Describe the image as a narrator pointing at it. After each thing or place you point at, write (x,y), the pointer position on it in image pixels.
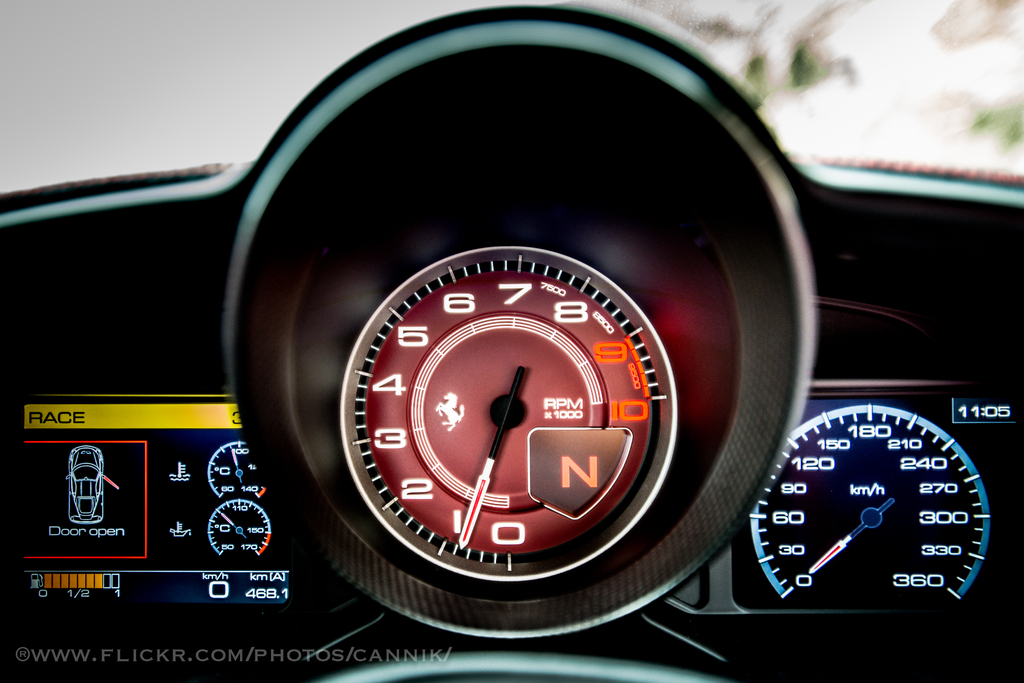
In this image I can see the speedometer (825,479) of the car (325,297) which is black, red, yellow and blue in color. In the background (44,97) I can see the sky (163,123) and a tree (1006,113).
